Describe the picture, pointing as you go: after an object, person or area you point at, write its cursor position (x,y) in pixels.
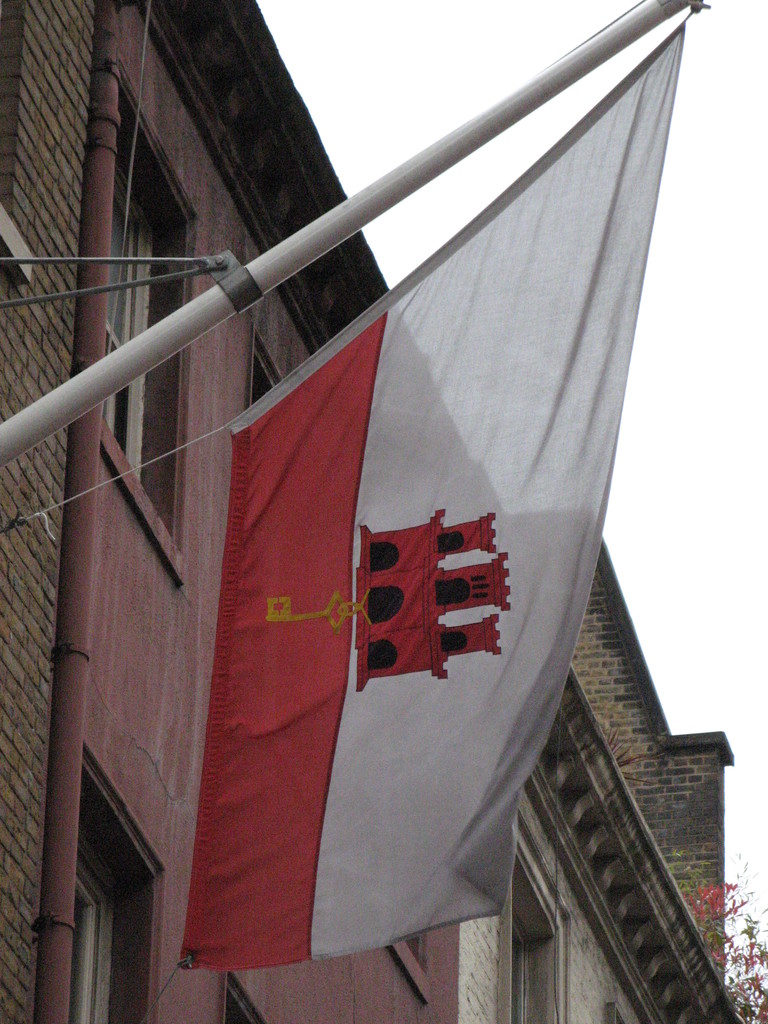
In this picture I can see there is a flag pole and there is a flag (404,426) to it, there is a logo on it and there is a building (97,423) here on to left (249,92) and there is a tree (722,954) and the sky (451,26) is clear.
